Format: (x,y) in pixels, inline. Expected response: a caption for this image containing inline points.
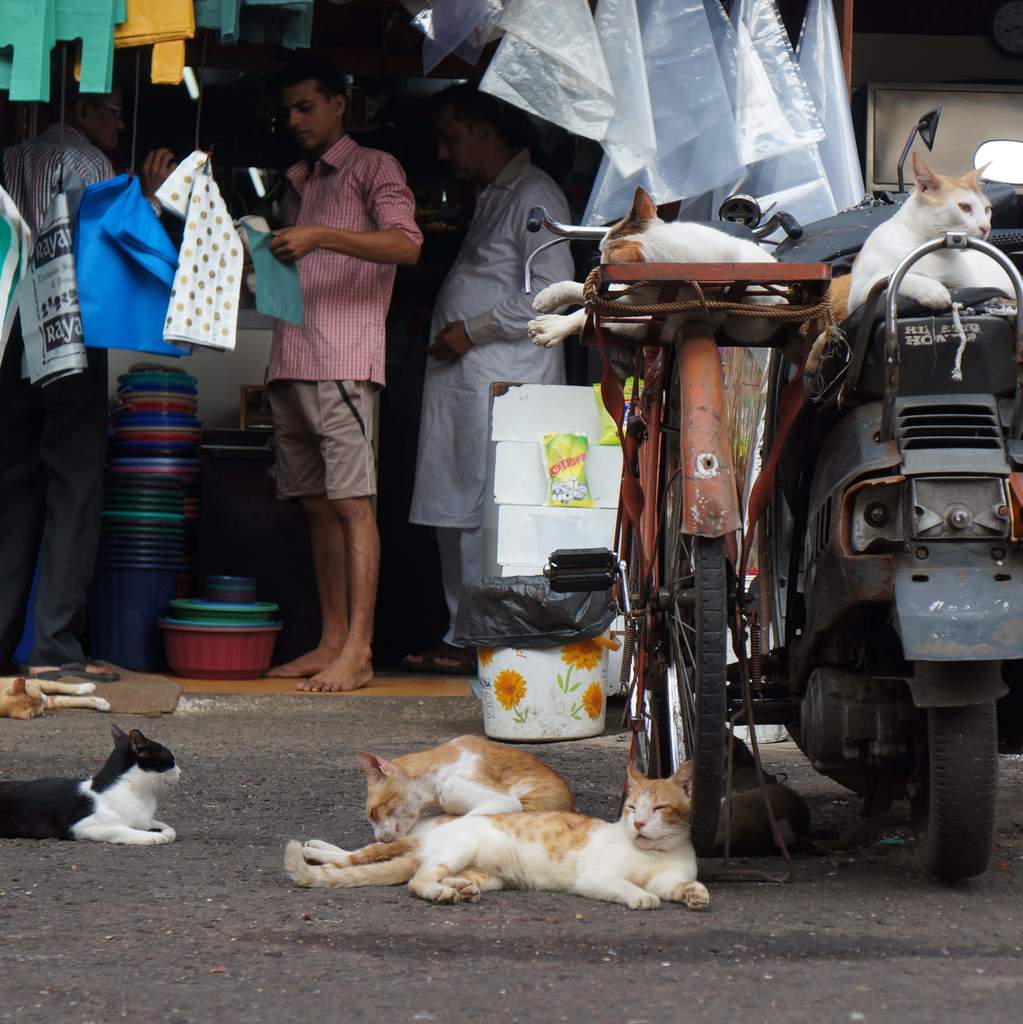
In this image we can see people (289,170) standing. There are polythene covers (791,126). There is a bicycle (613,367) and vehicle (853,785). There are cats (451,752). At the bottom of the image (330,982) there is road (330,982).
